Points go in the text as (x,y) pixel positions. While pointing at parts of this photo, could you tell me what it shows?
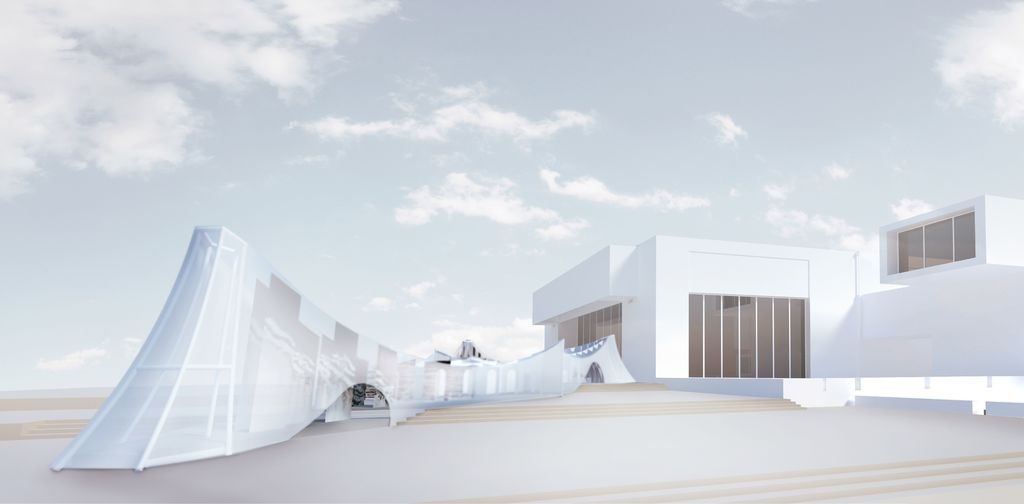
In this image we can see architecture (586,288), building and in the background (451,104), we can see the sky (317,126).
